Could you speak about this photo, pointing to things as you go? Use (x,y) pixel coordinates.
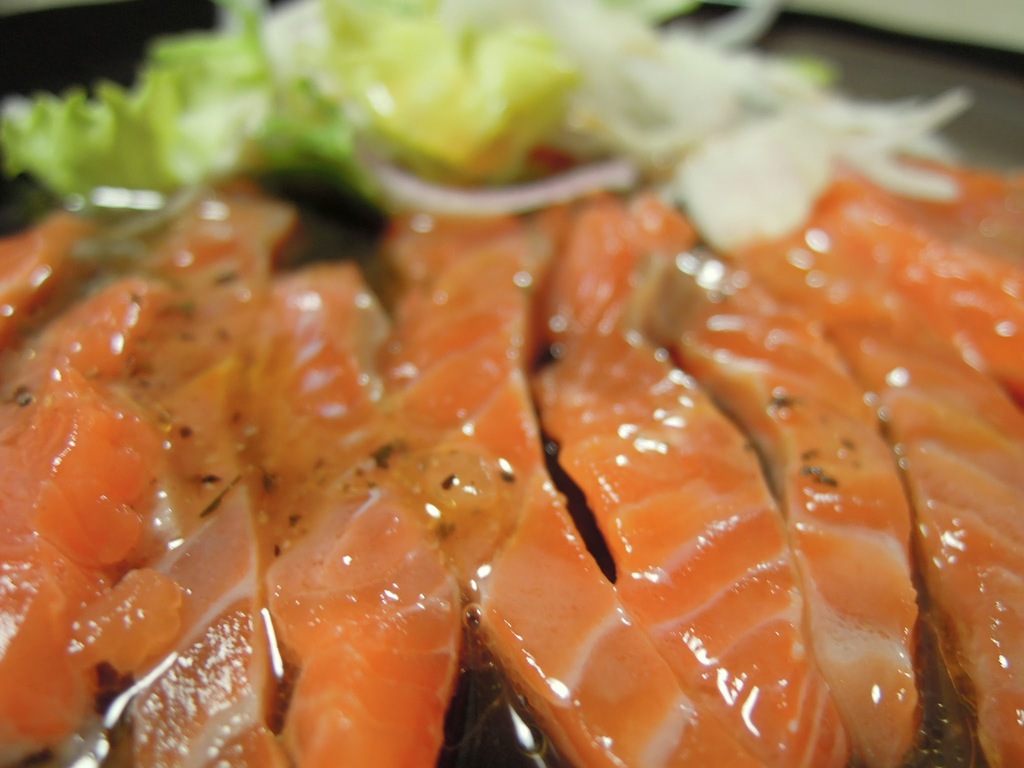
In this image I can see the meat (447,501) and some other food item (426,103). The background (940,25) is blurred.
